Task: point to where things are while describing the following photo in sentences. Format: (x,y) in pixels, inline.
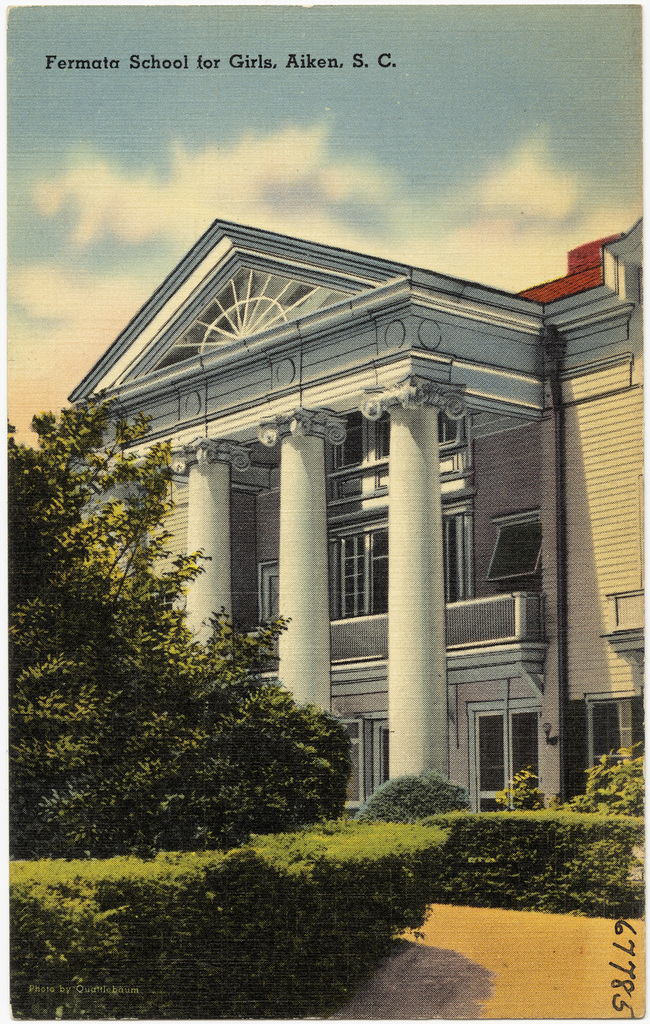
In the picture we can see a photograph of the building (629,503) with pillars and near it, we can see some plants (36,935) and beside it also we can see some plants (513,857) and in the background (11,383) we can see the sky (502,74) with clouds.
